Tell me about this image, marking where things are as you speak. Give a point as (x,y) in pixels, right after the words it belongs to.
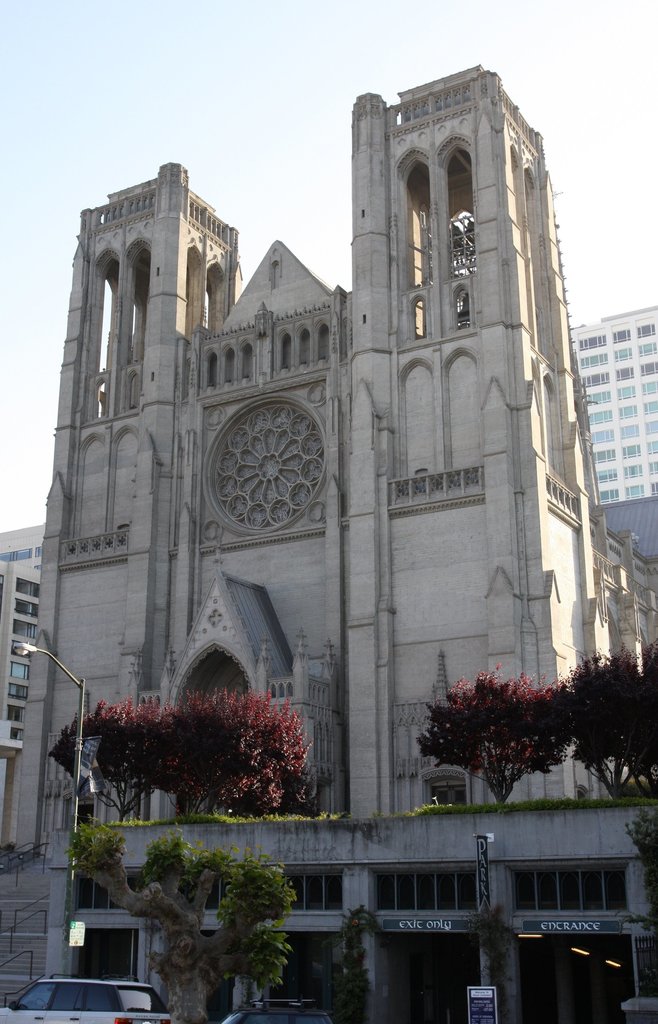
In this image there are buildings (361,739), trees (587,719), boards (442,930), lights (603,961), light pole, vehicles (110,999), sky (540,106) and steps (20,939).
